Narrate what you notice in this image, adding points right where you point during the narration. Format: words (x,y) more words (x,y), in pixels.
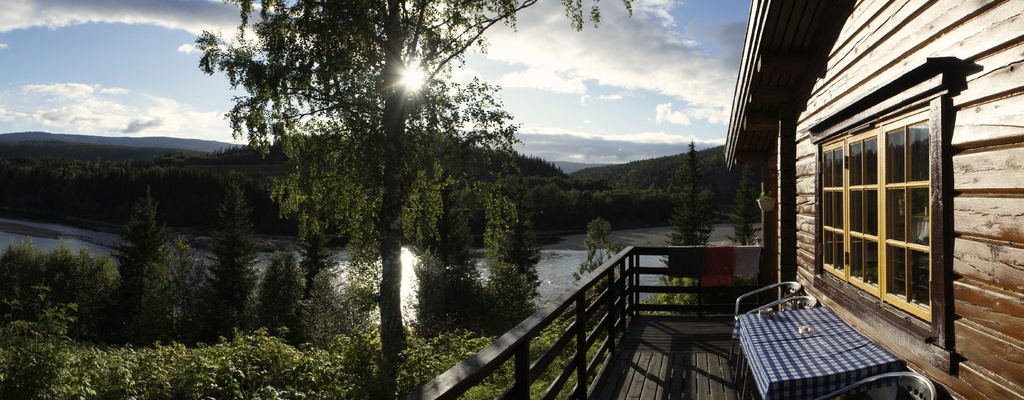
In this image we can see a house (789,179) with roof (739,124) and windows (887,234). We can also see some chairs (902,399), a table (823,382) and a fence (648,305) with some clothes (715,276) on it. Besides we can see a group of trees (359,322), a water body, the hills (319,229), the sun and the sky (544,113) which looks cloudy.
